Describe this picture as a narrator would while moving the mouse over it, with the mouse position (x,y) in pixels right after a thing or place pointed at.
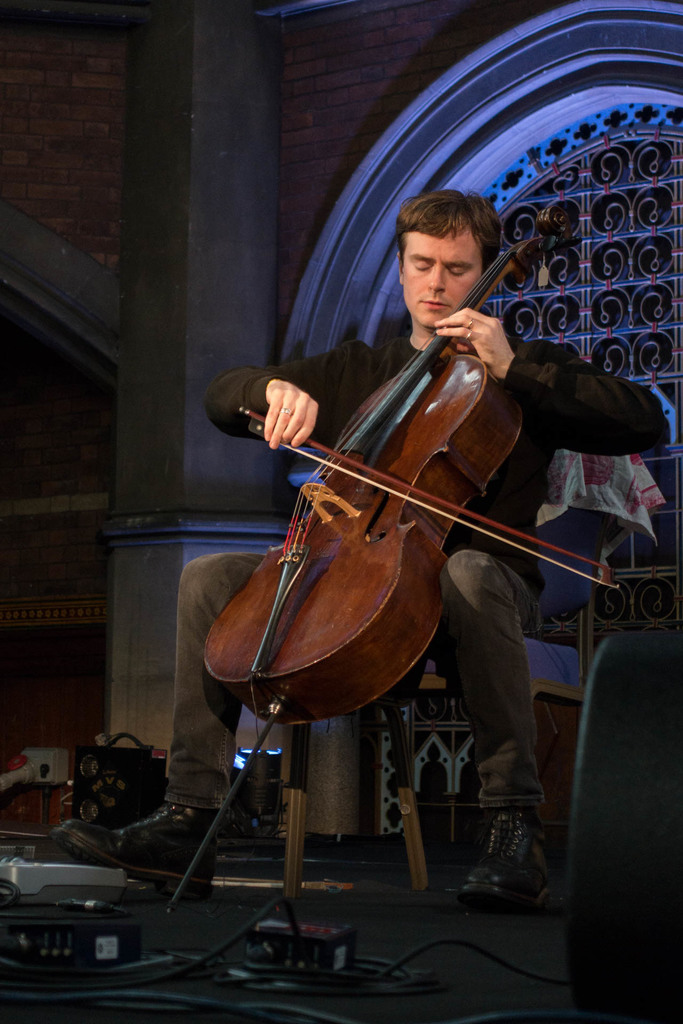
In this picture on the center (305,392) there is a person (413,316) in black shirt (576,414) seated and playing cello (378,494). In the foreground (38,1004) are the picture there are cables (181,971). On the background (450,24) brick wall (320,95) and a window (616,261). To the left (56,775) there are cables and some electronic devices (39,878). To the right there is a chair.
